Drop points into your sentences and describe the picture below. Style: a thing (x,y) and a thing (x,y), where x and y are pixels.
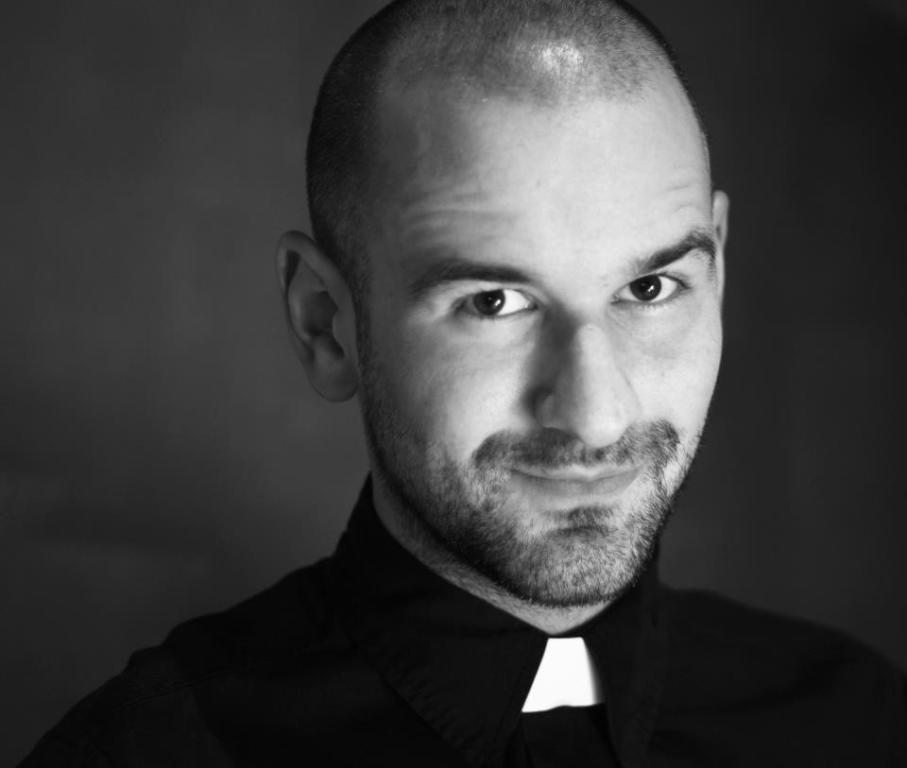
This is a black and white image. In this image we can see a person (403,411).
